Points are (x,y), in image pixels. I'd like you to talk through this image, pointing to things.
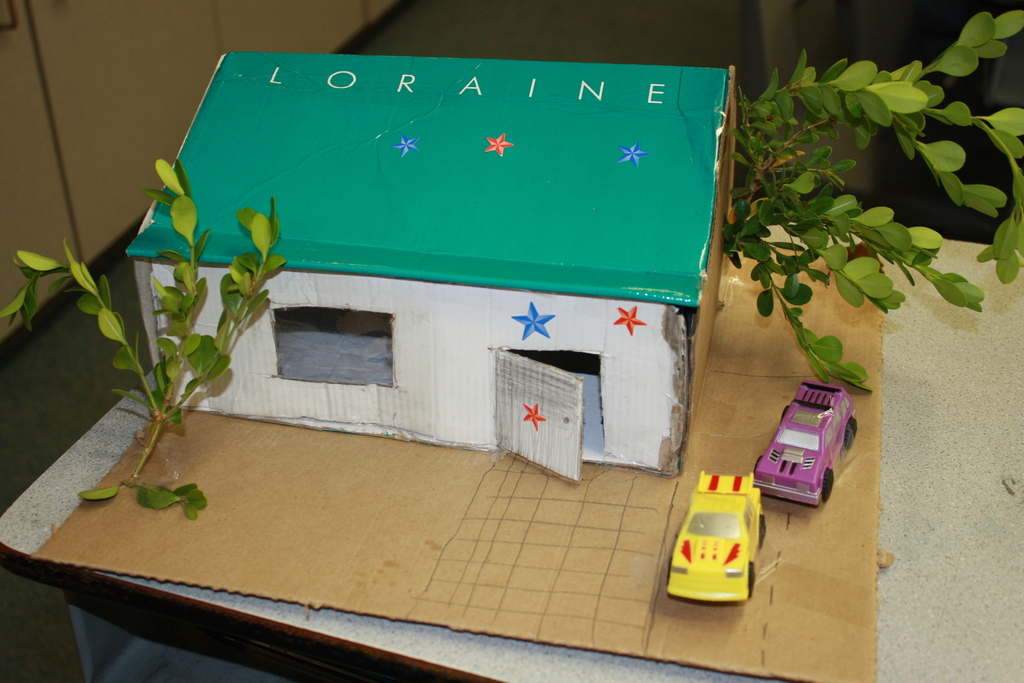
In this image we can see there is a house (433,343) made up of cardboard (471,421), beside that there are two toy cars (789,455) and there are branches (177,349) of a tree (801,199) are placed on the table (410,639). On the top left side of the image (96,126) there are cupboards (55,98).
